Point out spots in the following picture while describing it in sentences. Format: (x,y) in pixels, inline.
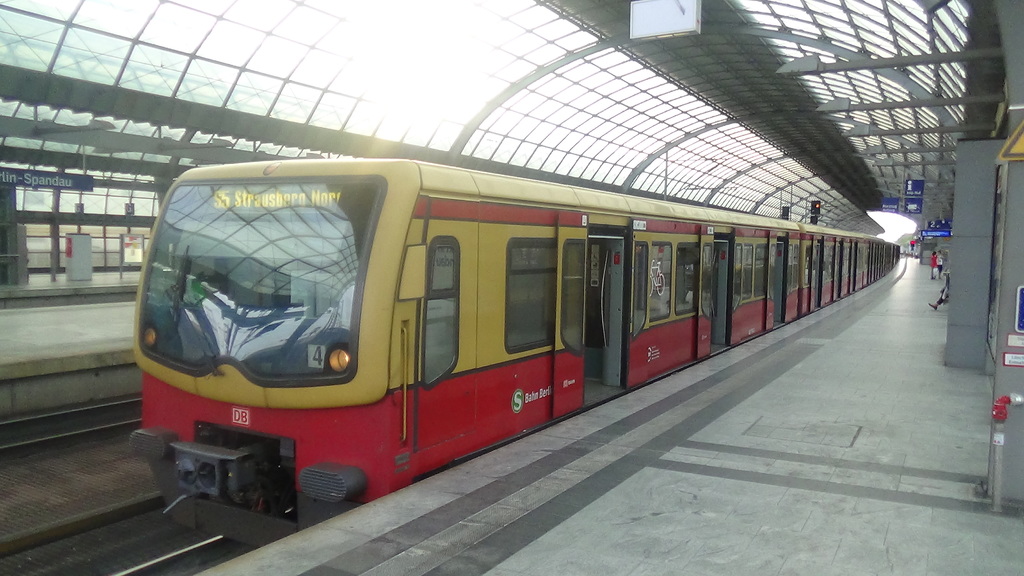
In this image I can see yellow color train (267,296) visible on the track (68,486), at the top (375,65) I can see the roof (837,41), on the right side (927,362) I can see platform (925,362), on the platform (913,292) I can see persons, sign boards (891,202) and on the left side (48,393) I can see another platform (71,371).
